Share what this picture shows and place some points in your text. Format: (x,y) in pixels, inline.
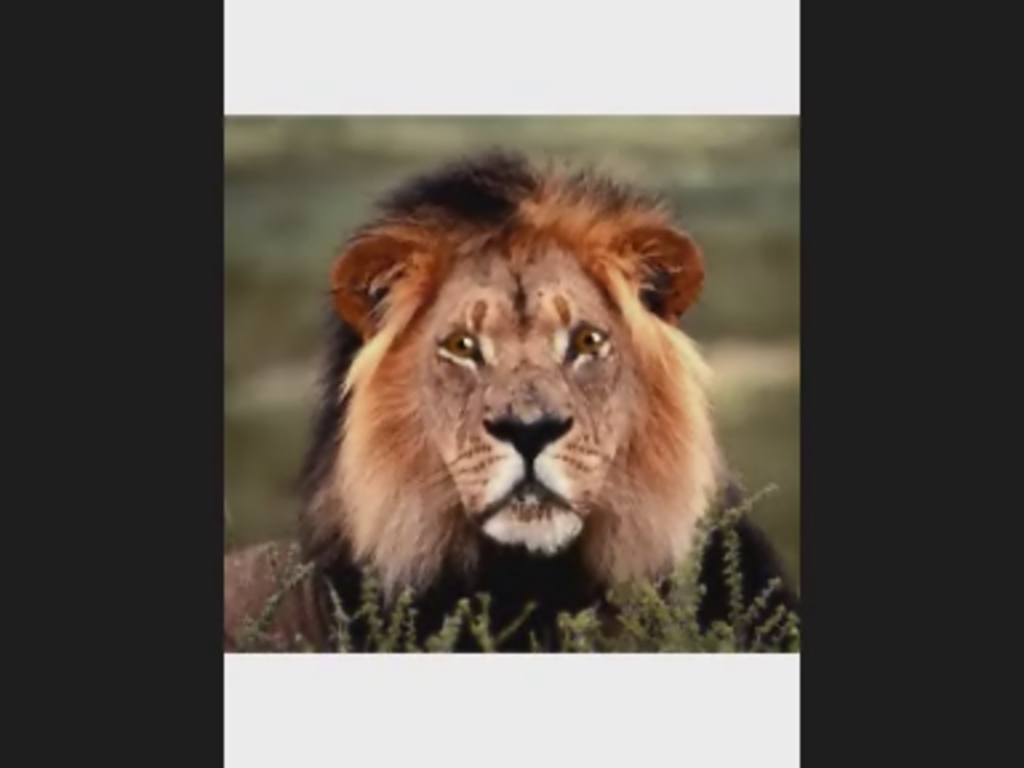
As we can see in the image there is a lion (468,473) and the background (331,220) is blurred.
